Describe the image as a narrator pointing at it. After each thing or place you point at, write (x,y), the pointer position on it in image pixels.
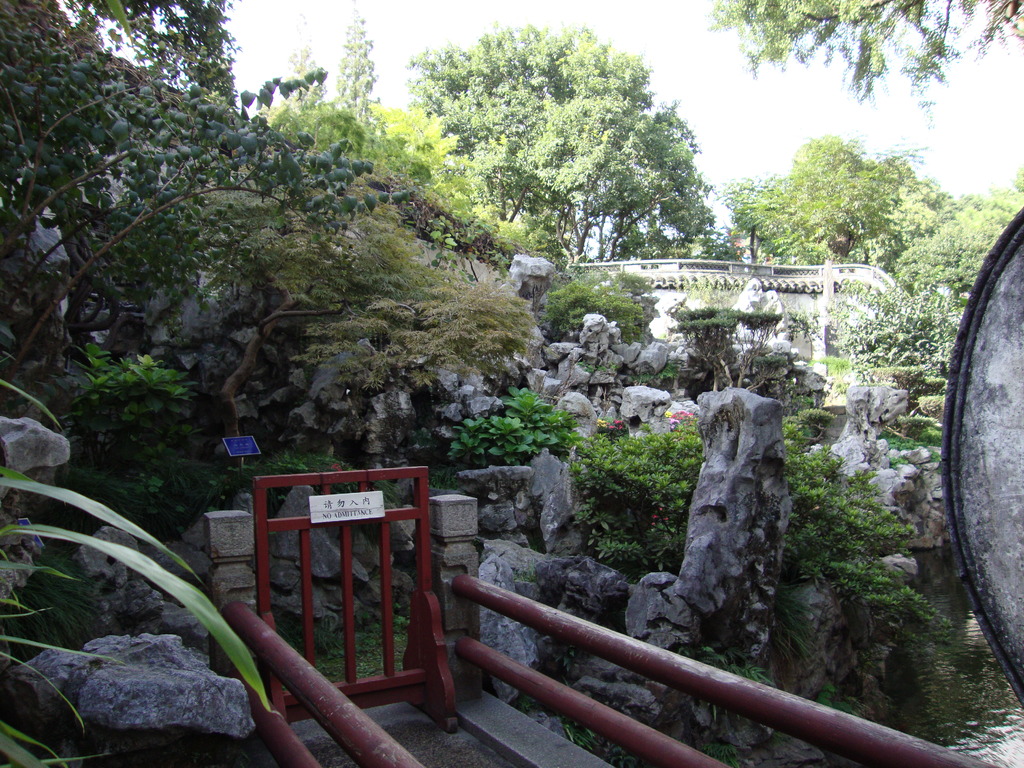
In this picture I can see there is a handrail (249,618), a gate (428,665) and there are few plants (657,531), rocks (755,298), trees (720,308) and there is a wall (784,278) at right side (736,289) and the sky (695,19) is clear.
